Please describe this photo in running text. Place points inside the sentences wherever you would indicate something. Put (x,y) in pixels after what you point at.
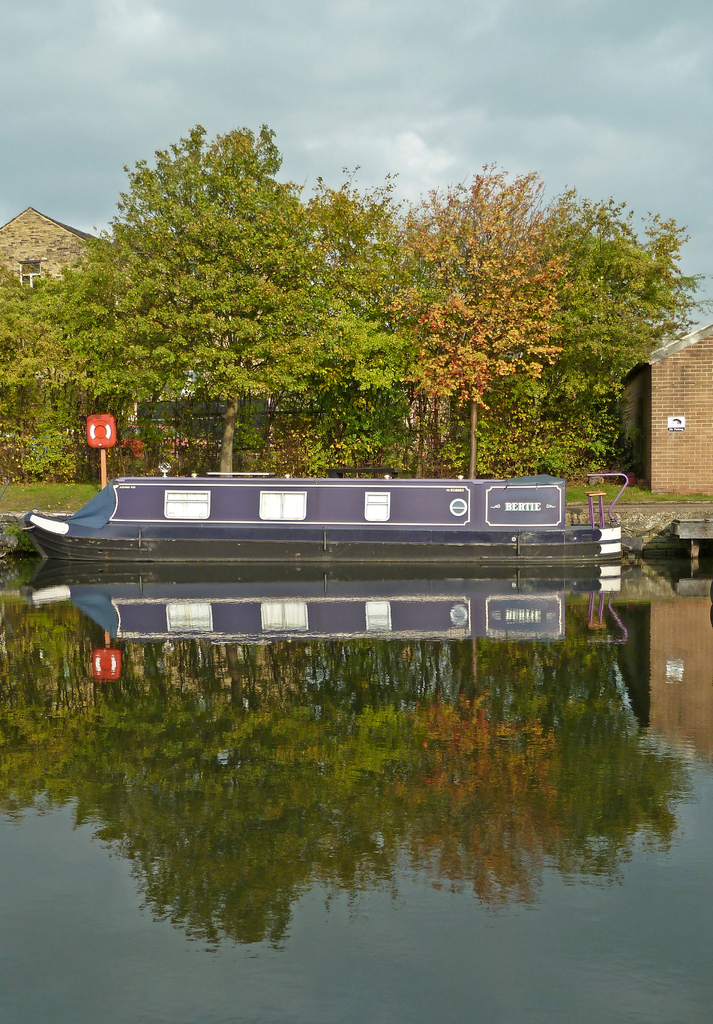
In this image there are few trees (417,455), buildings (53,225), a board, an object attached to the wooden stick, water (271,732), there are some reflections (403,792) of trees (316,743) in the water (459,789) and the sky (309,184).
